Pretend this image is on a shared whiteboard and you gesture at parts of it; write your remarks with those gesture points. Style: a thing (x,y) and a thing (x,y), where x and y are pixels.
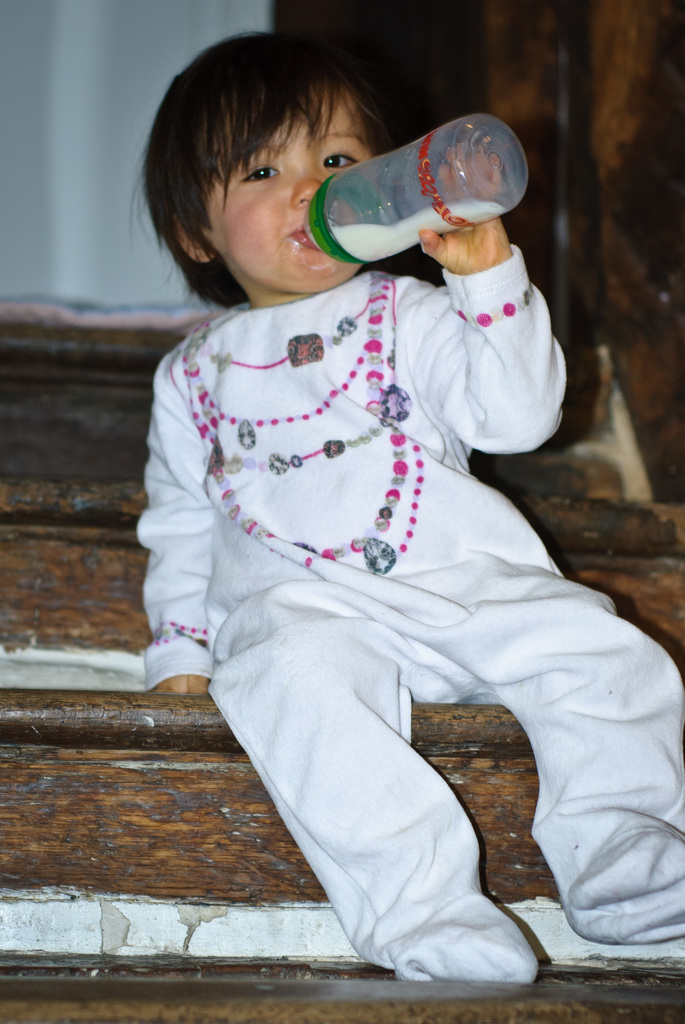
In the center of the image (251,611) a kid (521,570) is sitting on steps (508,871) and holding a bottle (364,173) and drinking.
